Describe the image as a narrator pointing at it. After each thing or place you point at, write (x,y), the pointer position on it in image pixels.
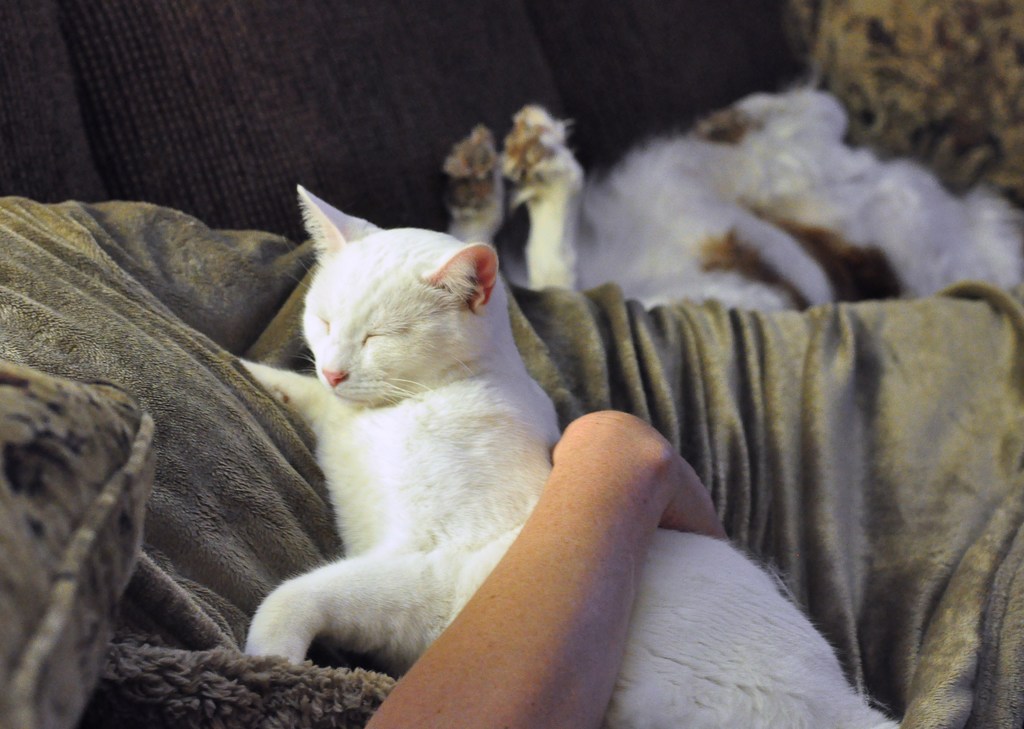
In this image I can see a person's hand (513,654) holding a white color cat (436,440) which is laying on a bed sheet (183,403). On the top of the image (659,76) I can see a couch (725,96).
